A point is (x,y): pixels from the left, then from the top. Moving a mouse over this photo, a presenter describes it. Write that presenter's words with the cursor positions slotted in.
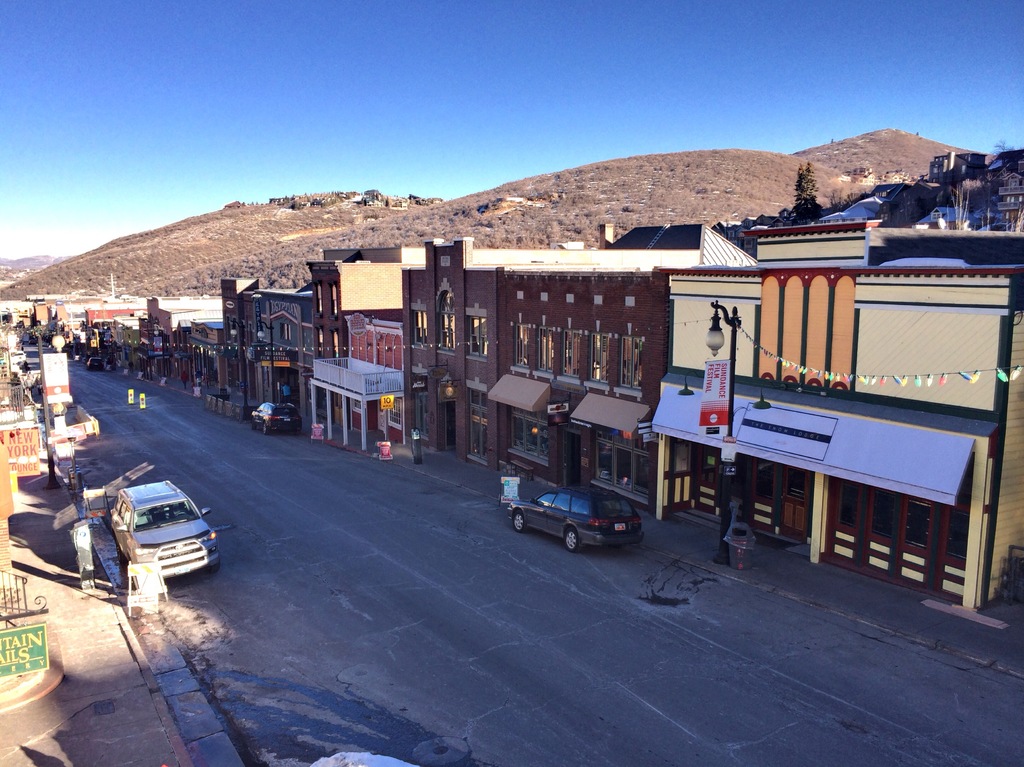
In this picture we can see many buildings (927,307). At the bottom (160,527) there are two cars (547,520) on the road (595,631), beside that we can see the street lights (731,482), poles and other objects (166,590). In the background (470,214) we can see mountain (634,192). At the top (572,106) there is a sky (494,30).
